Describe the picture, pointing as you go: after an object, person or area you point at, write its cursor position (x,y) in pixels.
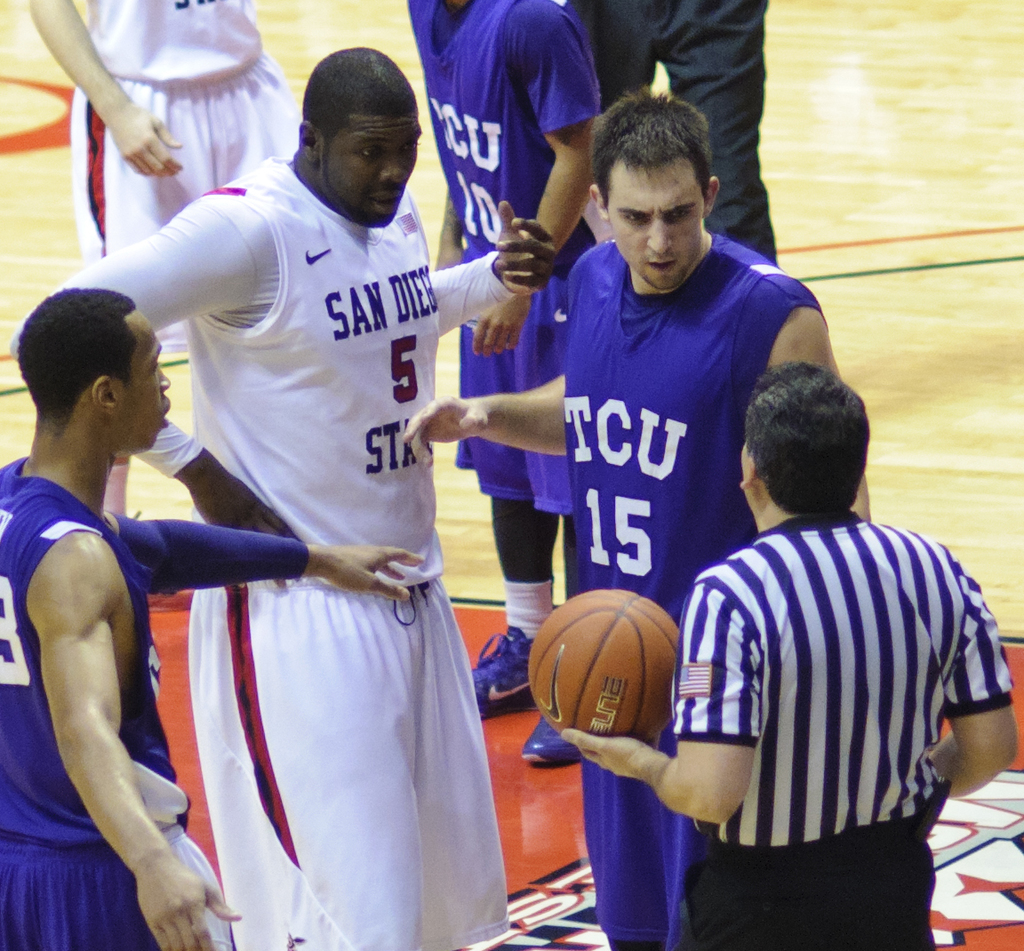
In the image we can see there are people (139,389) standing on the floor (578,794) and there is a man (762,688) holding basketball (579,663) in his hand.
